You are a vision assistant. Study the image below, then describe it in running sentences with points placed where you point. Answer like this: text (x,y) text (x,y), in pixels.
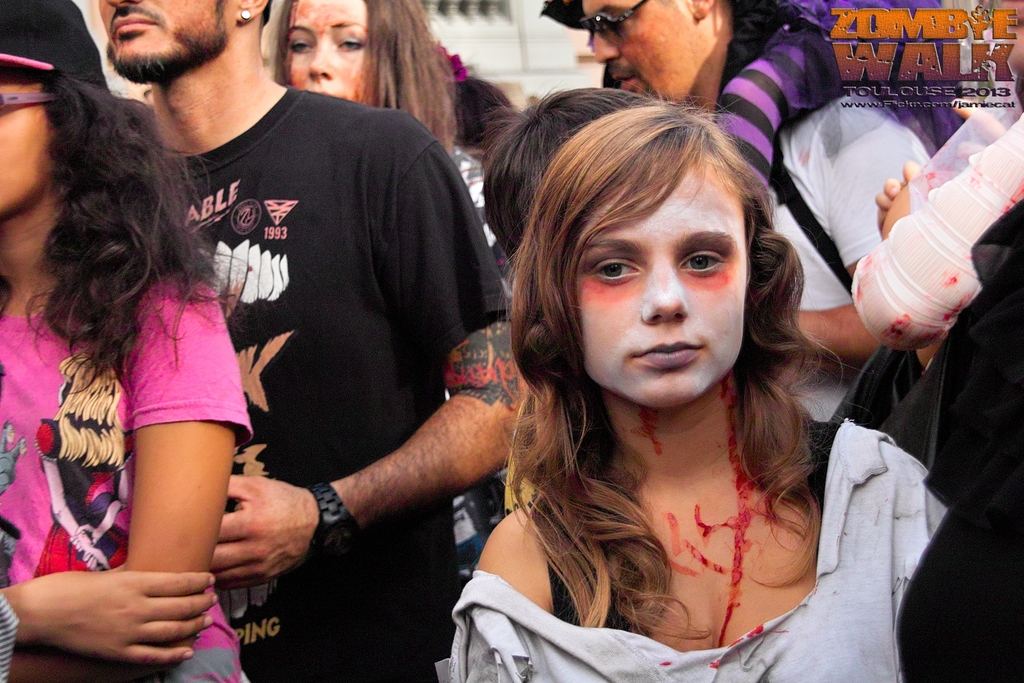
In the picture I can see a person (706,543) wearing a white color dress (826,628) is having a face paint (624,378) on the face (630,226). In the background (151,630), we can see a few more people (369,118) and here we can see a watermark (906,70) at the top right side of the image (908,68).
